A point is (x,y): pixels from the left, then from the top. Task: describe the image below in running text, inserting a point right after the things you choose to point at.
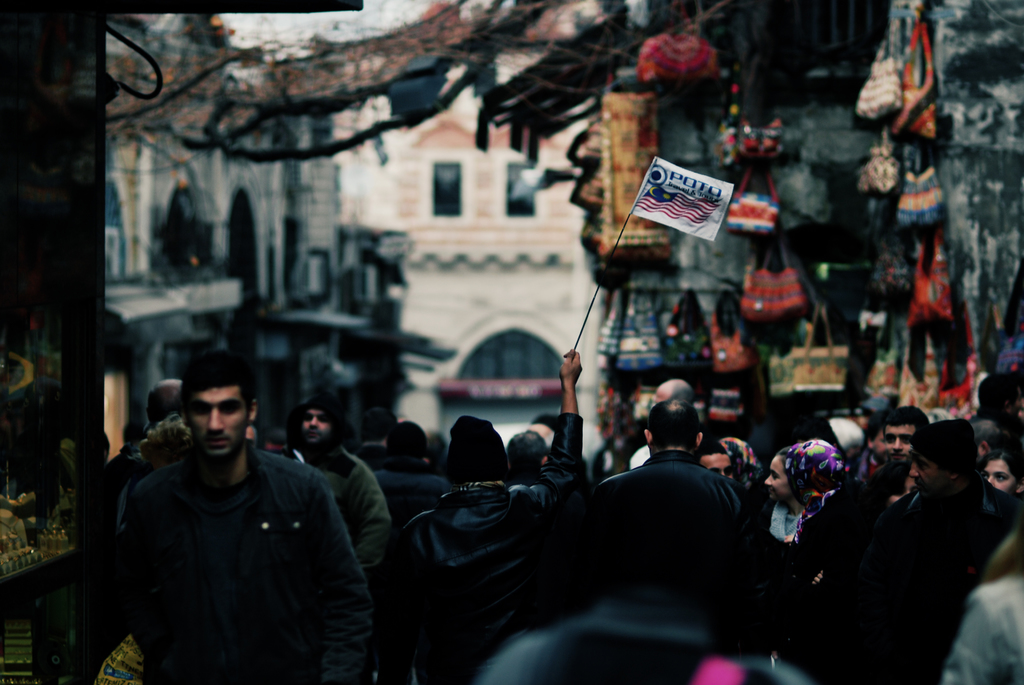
In this image I can see group of people (591,557). In front (689,216) the person (558,486) is wearing black color jacket (556,467) and holding the flag (676,217). Background (518,300) I can see few bags (930,364) in multi color and I can also see few buildings (307,285).
